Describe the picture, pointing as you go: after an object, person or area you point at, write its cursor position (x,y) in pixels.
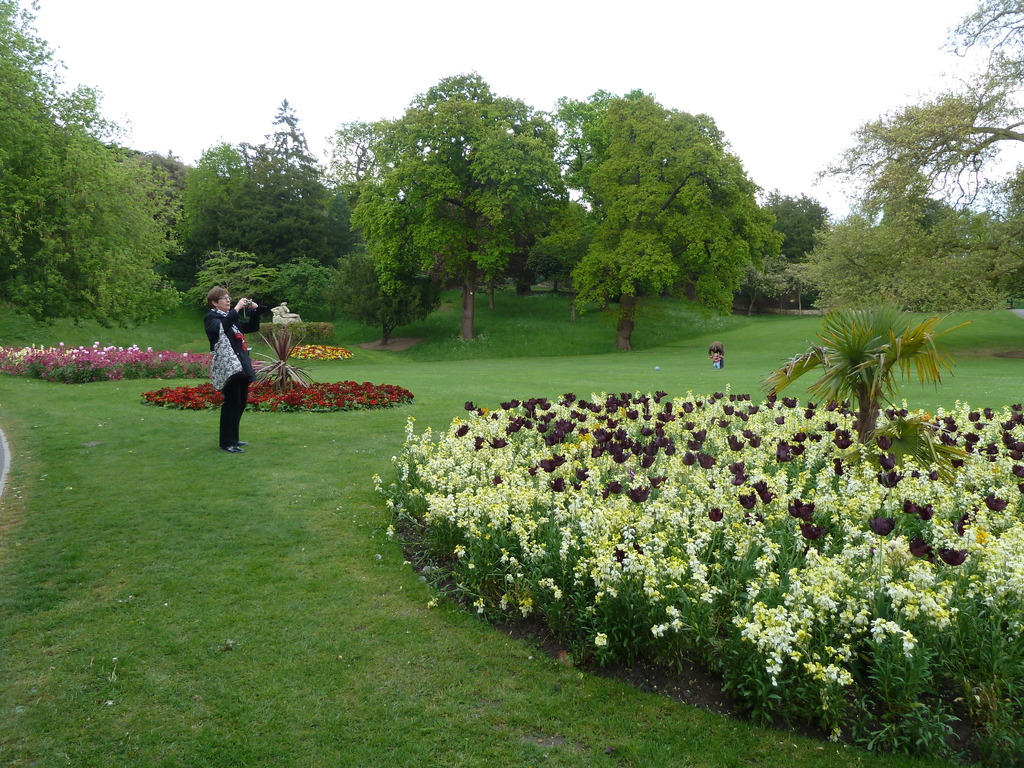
In this image we can see there is a person (216,321) holding an object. There are trees (516,172), plants (860,312), flower plants (397,459) and grass (336,616). In the background (781,176) we can see the sky (809,185).
